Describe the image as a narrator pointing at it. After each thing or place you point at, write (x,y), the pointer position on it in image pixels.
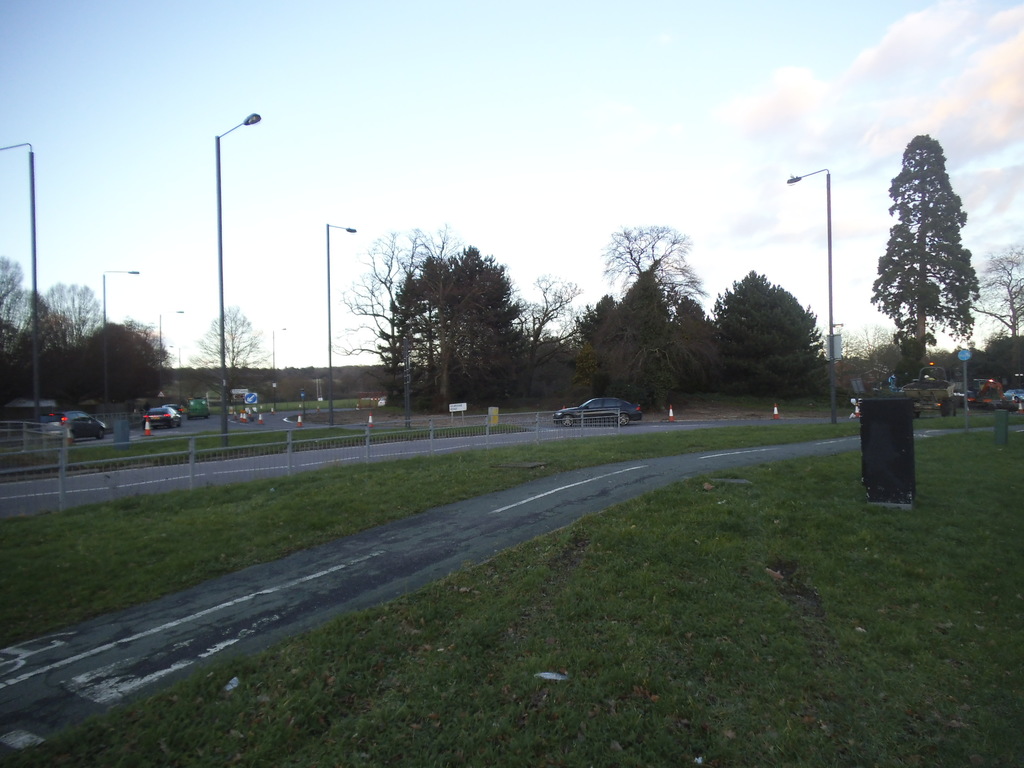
In this picture we can see grass (433,501), fence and few poles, in the background (328,382) we can find few vehicles (162,412), trees (686,382), sign boards (834,355), lights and clouds (879,151).
